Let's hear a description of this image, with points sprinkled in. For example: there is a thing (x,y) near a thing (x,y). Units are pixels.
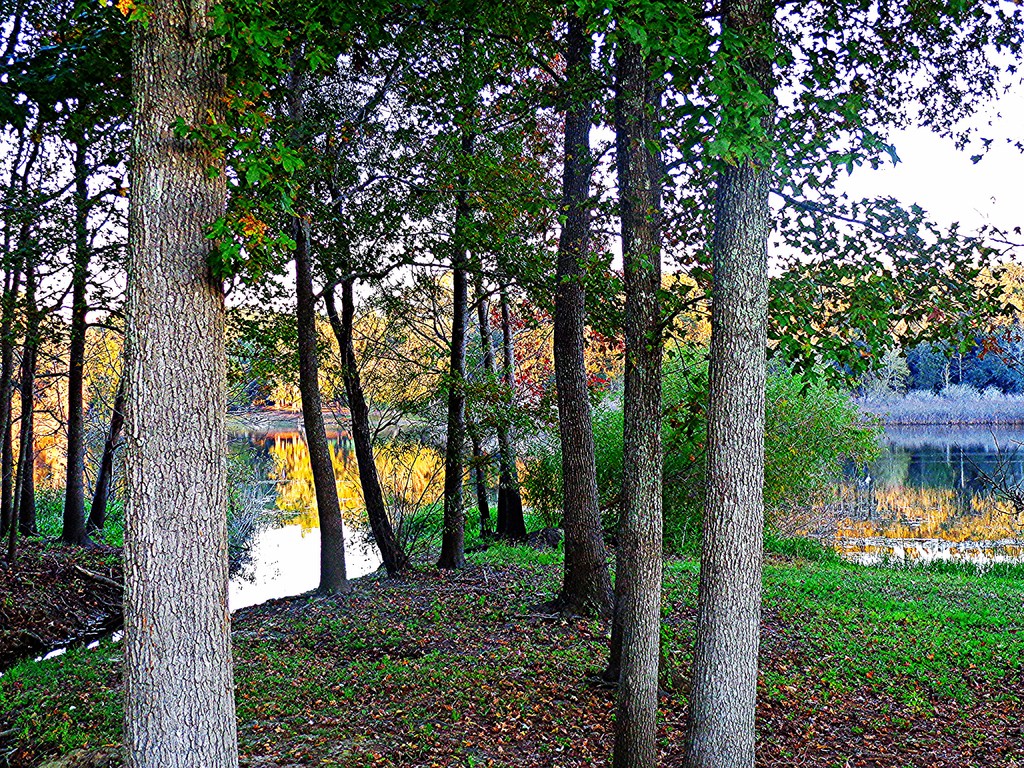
In this image there are some trees (871,282), behind the trees (356,449) there is the sky (949,67) and there is water (264,447), plants (59,526) visible in the middle (620,421).
